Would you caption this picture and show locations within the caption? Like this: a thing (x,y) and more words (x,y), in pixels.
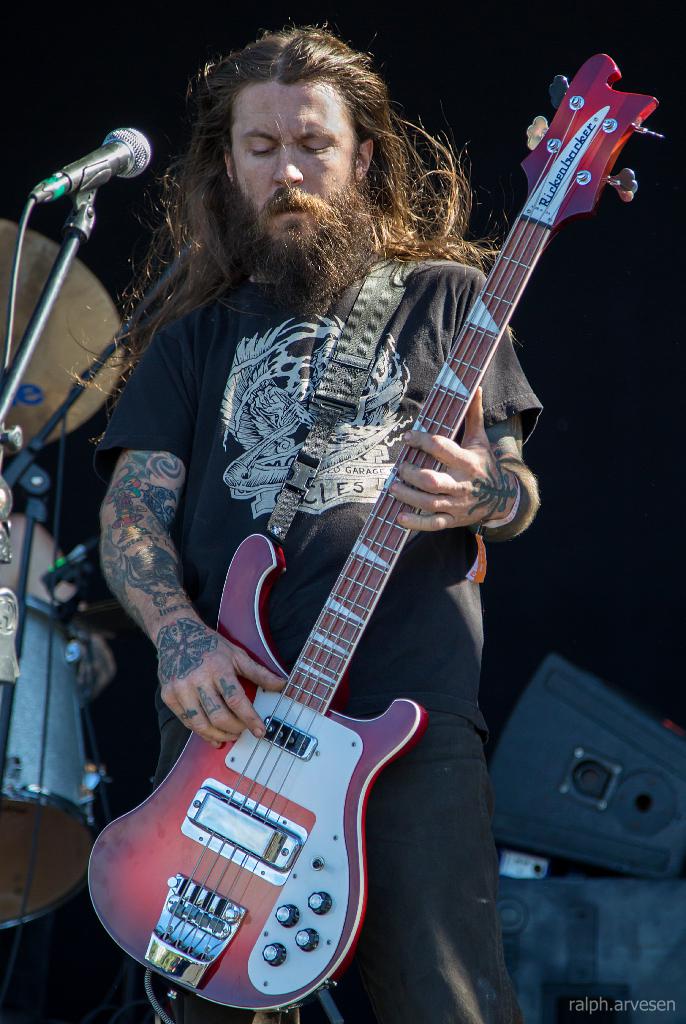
This picture shows a man (176,570) standing and playing guitar (618,173) and we see a microphone (110,154) in front of him.
